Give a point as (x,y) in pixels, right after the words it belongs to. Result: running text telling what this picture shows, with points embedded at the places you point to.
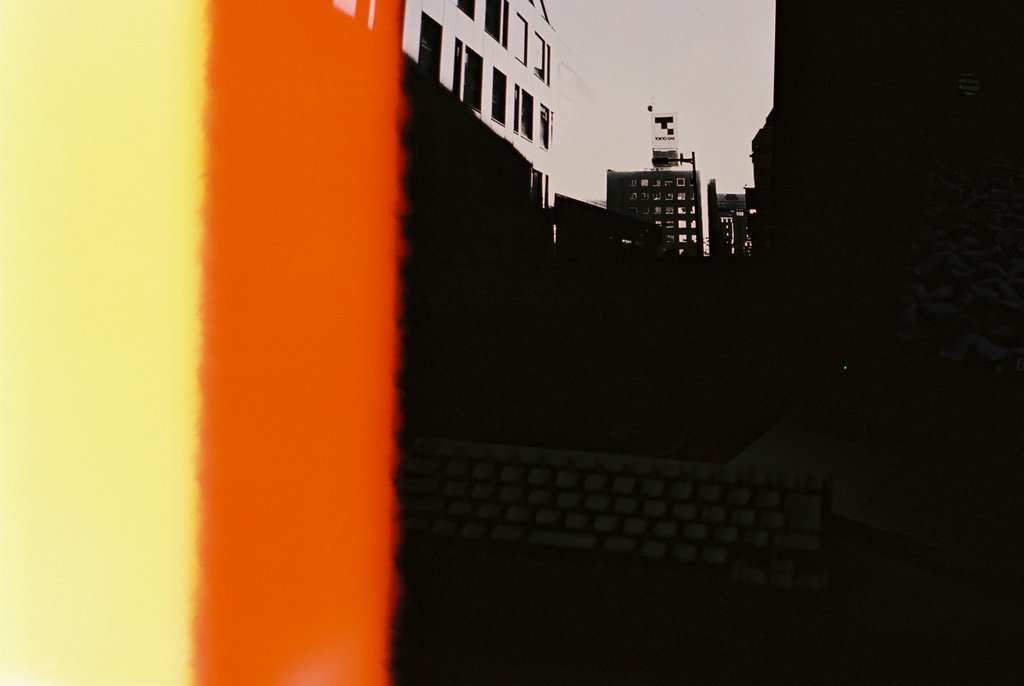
In this picture we can see buildings (480,86) in the background (435,66), there is the sky (745,50) at the top of the picture (724,30).
